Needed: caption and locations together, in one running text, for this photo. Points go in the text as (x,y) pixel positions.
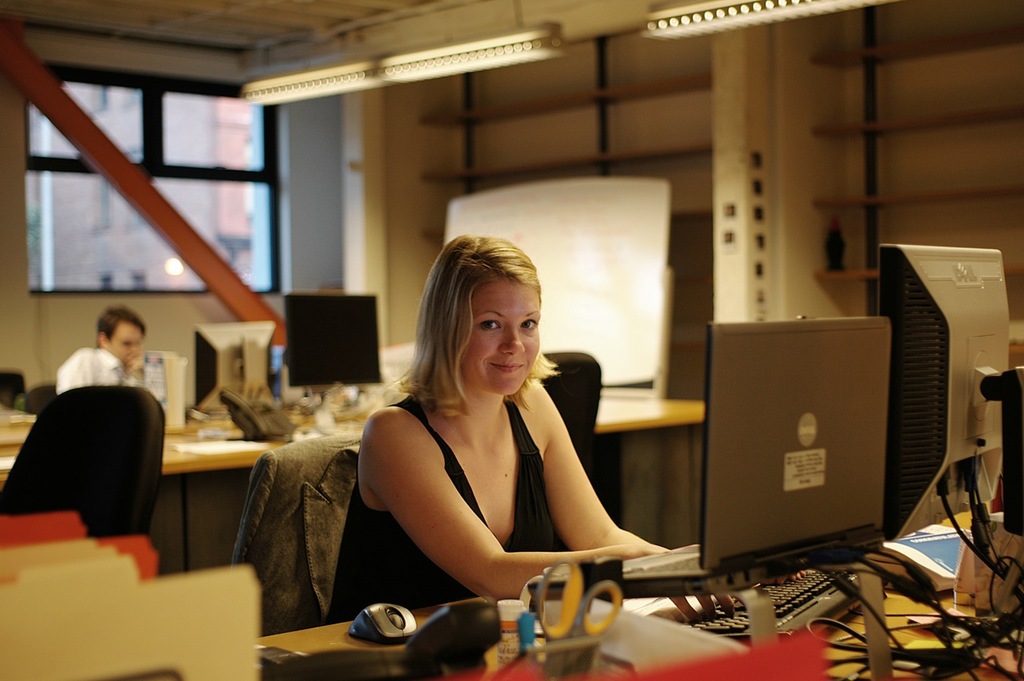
I think this picture is inside the room (234,177). There is a woman (424,505) sitting with black dress (359,558) and she is smiling. There is a computer (886,415), keyboard (840,601), paper (938,528), mouse (401,629) on the table (490,658). At the left side of the image (88,446) there is a chair (88,446), at the top (337,80) there are lights (510,36) and at the back (183,113) there is a window (144,136).
